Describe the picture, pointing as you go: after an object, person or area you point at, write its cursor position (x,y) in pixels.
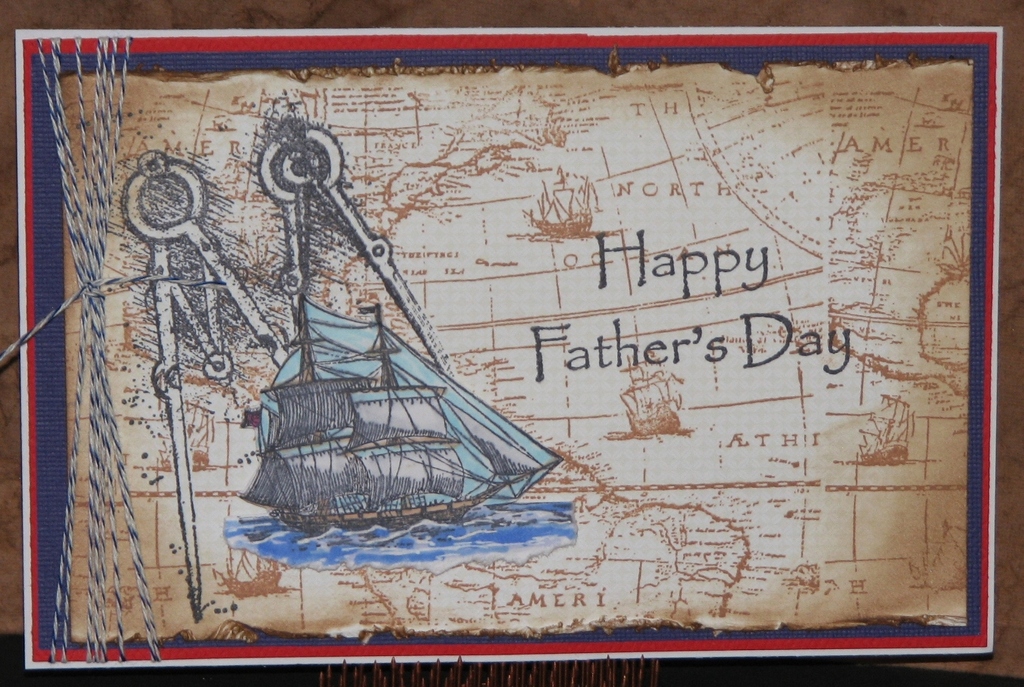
In this image there is a map (191,638) with a text (641,267) and an image of a ship (309,375) and a compass (184,412) on it. There are a few threads (95,431). In the background (995,619) there is a table (1002,280).
